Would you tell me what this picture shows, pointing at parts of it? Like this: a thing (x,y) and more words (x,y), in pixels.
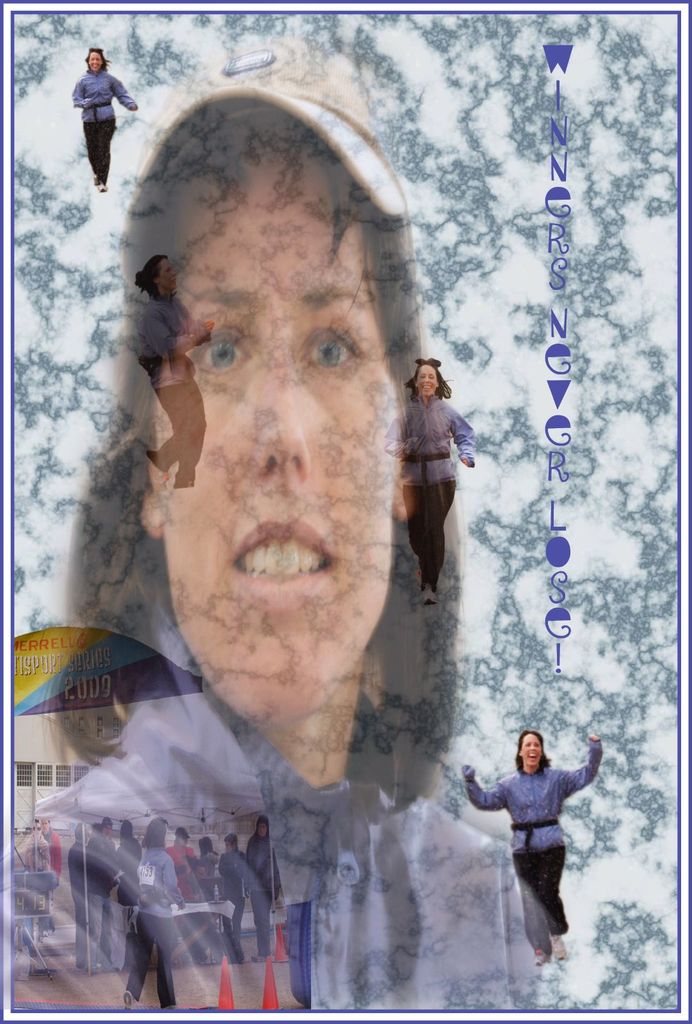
This is an edited image. At the bottom left side of the image (144,930), I can see a group of people (167,861), stall (136,846), traffic cones (222,966) and a table (217,907) with few objects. In the background (269,580), I can see the picture (241,494) of a woman (322,365) and the letters (553,63).
